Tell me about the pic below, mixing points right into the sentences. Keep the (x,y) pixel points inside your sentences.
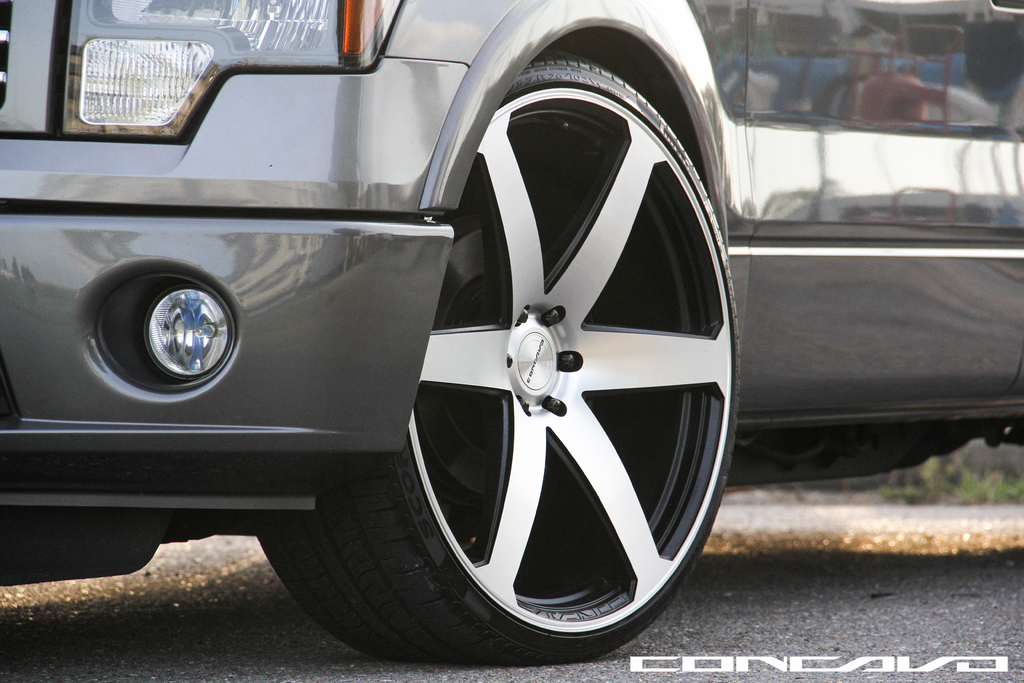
In this picture I can observe a vehicle (467,246). In the middle of the picture (480,345) I can observe tire (430,548) of the vehicle (463,444). In the bottom right side (719,665) I can observe text (749,657).
